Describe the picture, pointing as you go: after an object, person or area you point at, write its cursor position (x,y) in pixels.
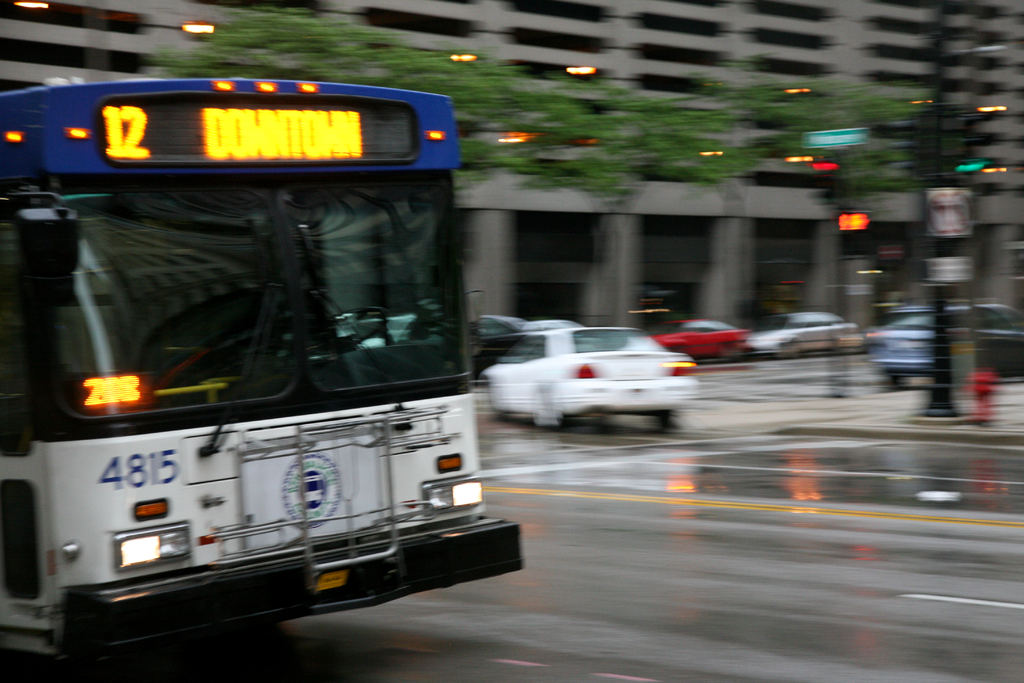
We can see blurred image. In the image we can see there are vehicles (644,373) on the road (712,383). These are the headlights (443,496) of the vehicle (420,455), here we can see trees (673,147), poles (944,298) and buildings (637,40).
